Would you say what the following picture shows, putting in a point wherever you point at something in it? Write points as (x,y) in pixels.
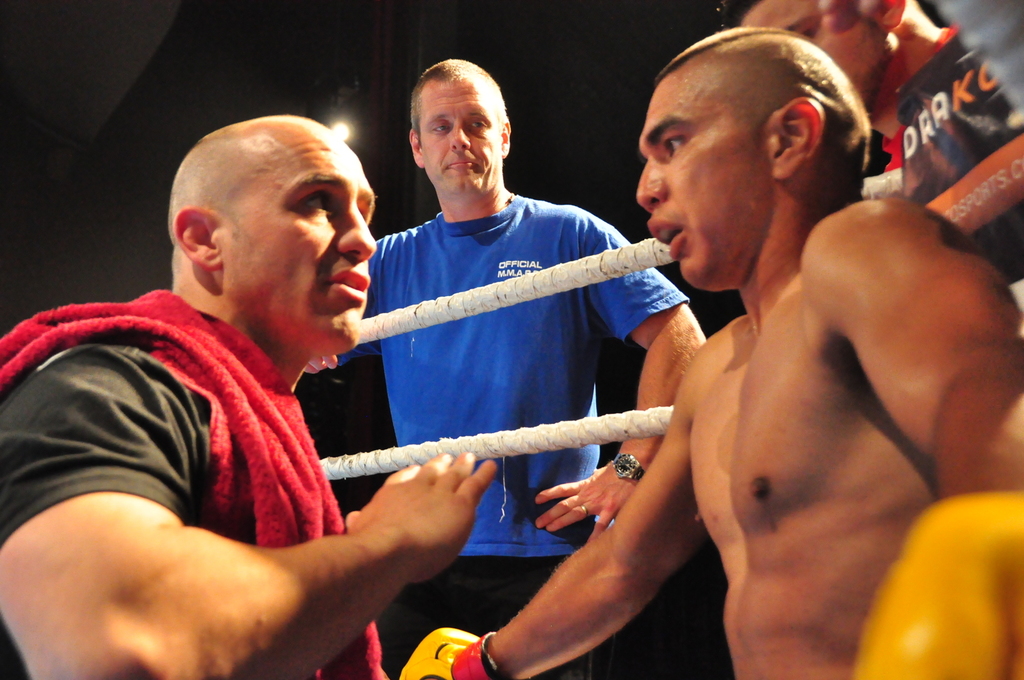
In this image, I can see four persons (786,212) and two ropes (566,444). There is a dark background (620,60).
